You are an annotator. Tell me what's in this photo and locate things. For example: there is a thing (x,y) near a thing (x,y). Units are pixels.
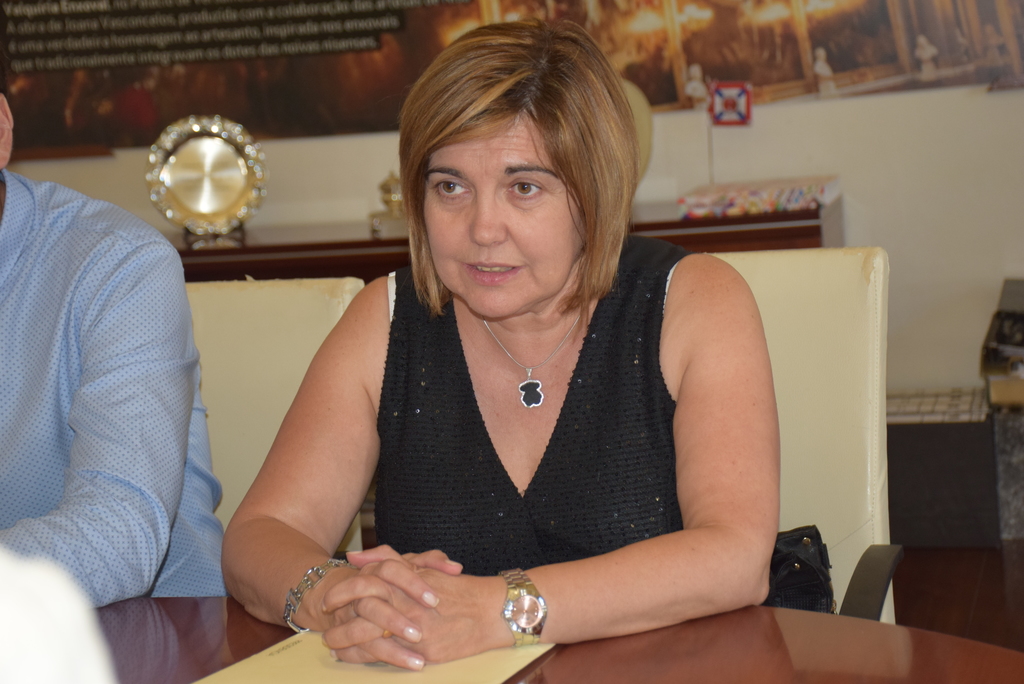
In this picture there is a woman (630,483) wearing black top (628,521), sitting on the chair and looking straight. Beside there is a man (112,390) wearing a blue shirt (119,401). In the background (189,136) we can see the award trophy (215,189) and yellow poster (121,43) on the wall (864,149).
